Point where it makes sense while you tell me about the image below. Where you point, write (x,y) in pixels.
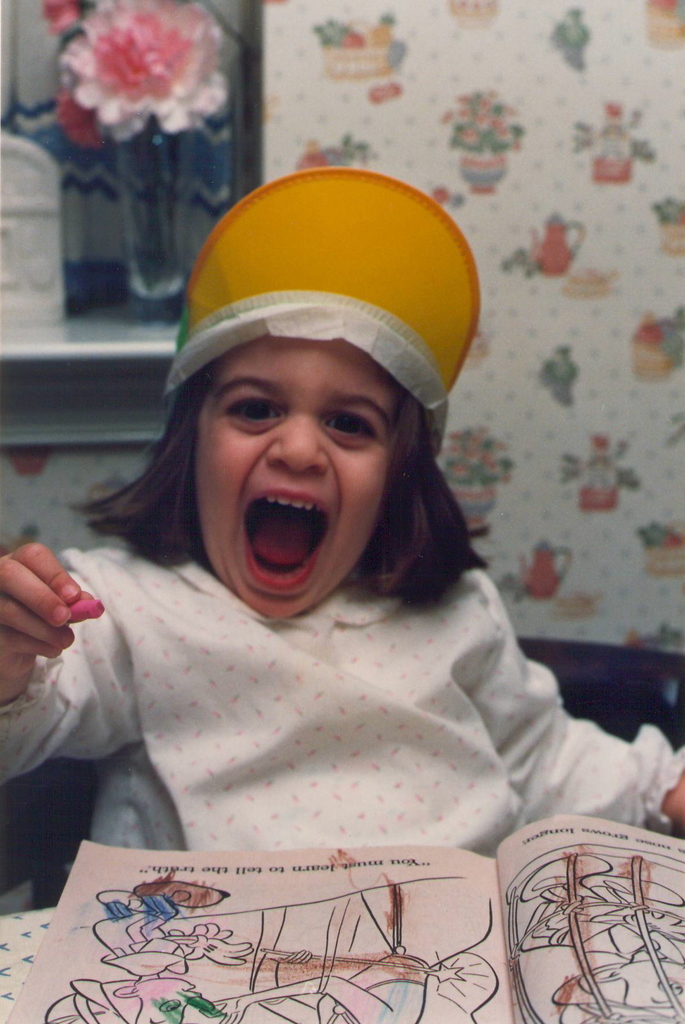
In this image there is a girl (317,558) wearing a cap (365,229) and holding a crayon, there is a drawing book (233,934) on the table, behind her there is a flower vase (123,161) on the wall (314,135).
